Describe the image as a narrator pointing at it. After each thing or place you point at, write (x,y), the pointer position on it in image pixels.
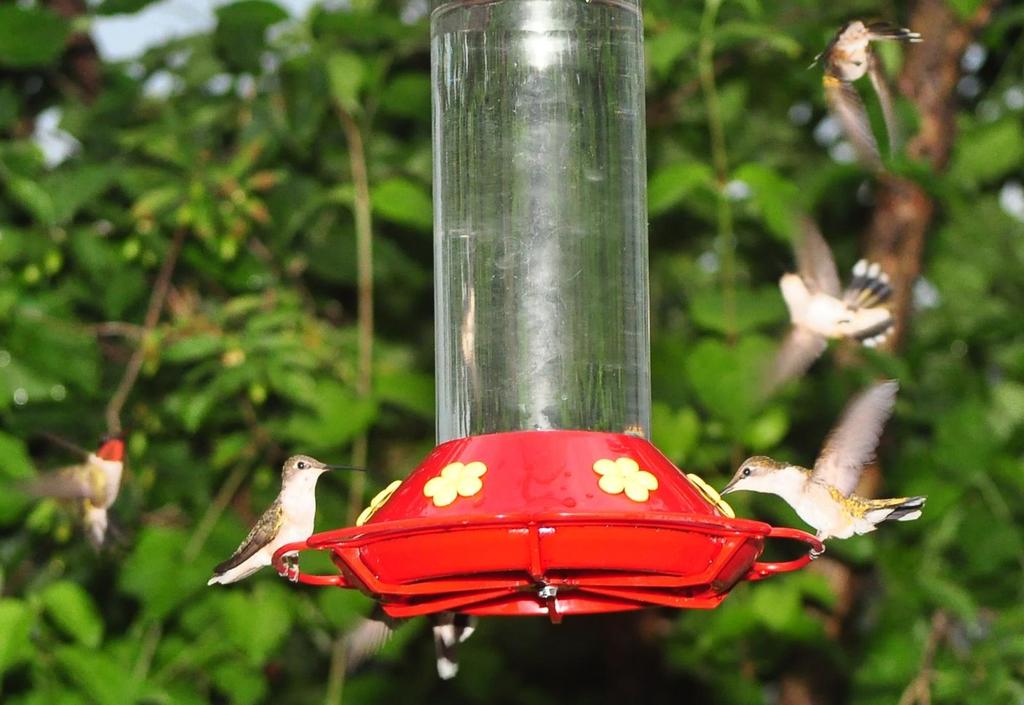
This image consists of small birds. In the middle (464,300), we can see the water (478,130) in the container (630,490). In the background (18,510), there are trees (66,670).
